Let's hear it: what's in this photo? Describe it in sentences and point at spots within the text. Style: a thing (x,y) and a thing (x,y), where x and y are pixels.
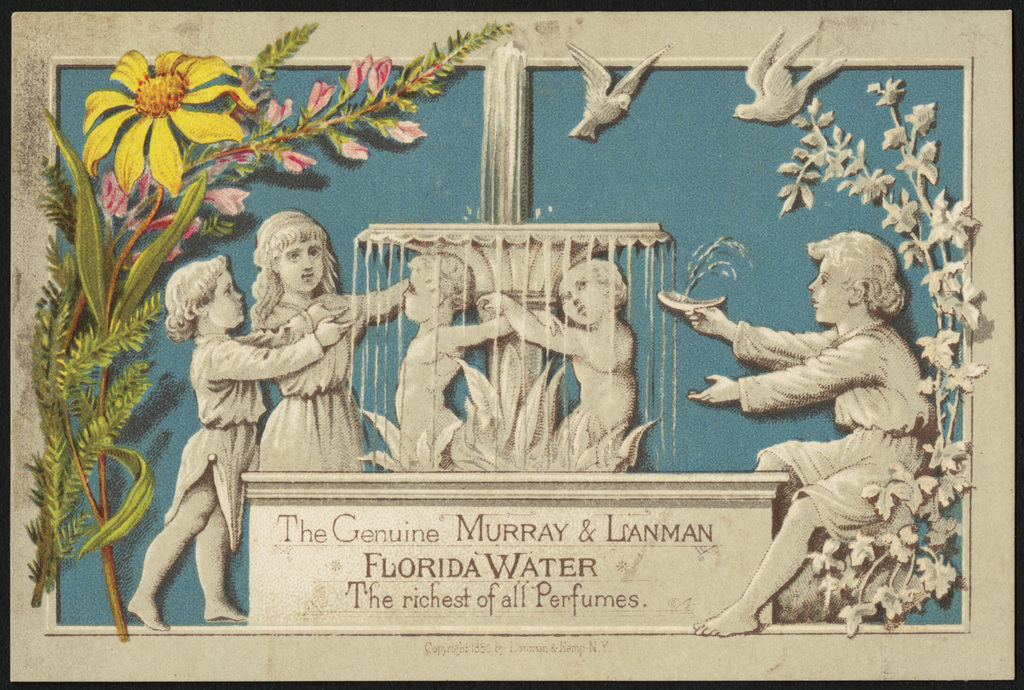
In this picture I can see the depiction image of children (605,293), fountain (497,254), plants (60,265), flowers (286,106) and the birds (607,92) and on the bottom of this picture (469,549) I see something is written.
